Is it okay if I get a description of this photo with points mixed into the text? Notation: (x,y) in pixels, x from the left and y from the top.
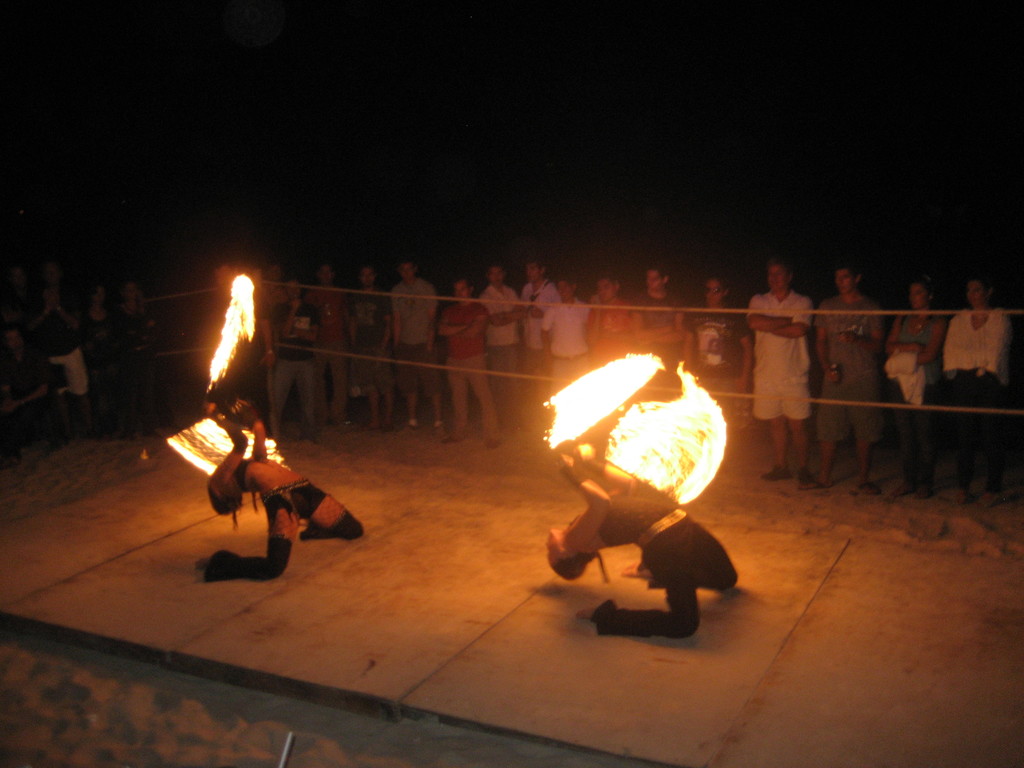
In this picture there are people (493,308) those who are standing in front of a boundary (556,306) in the center of the image (662,313) and there are two people (230,556) those who are performing the stunt in the center of the image (624,483). with fire (557,429).
